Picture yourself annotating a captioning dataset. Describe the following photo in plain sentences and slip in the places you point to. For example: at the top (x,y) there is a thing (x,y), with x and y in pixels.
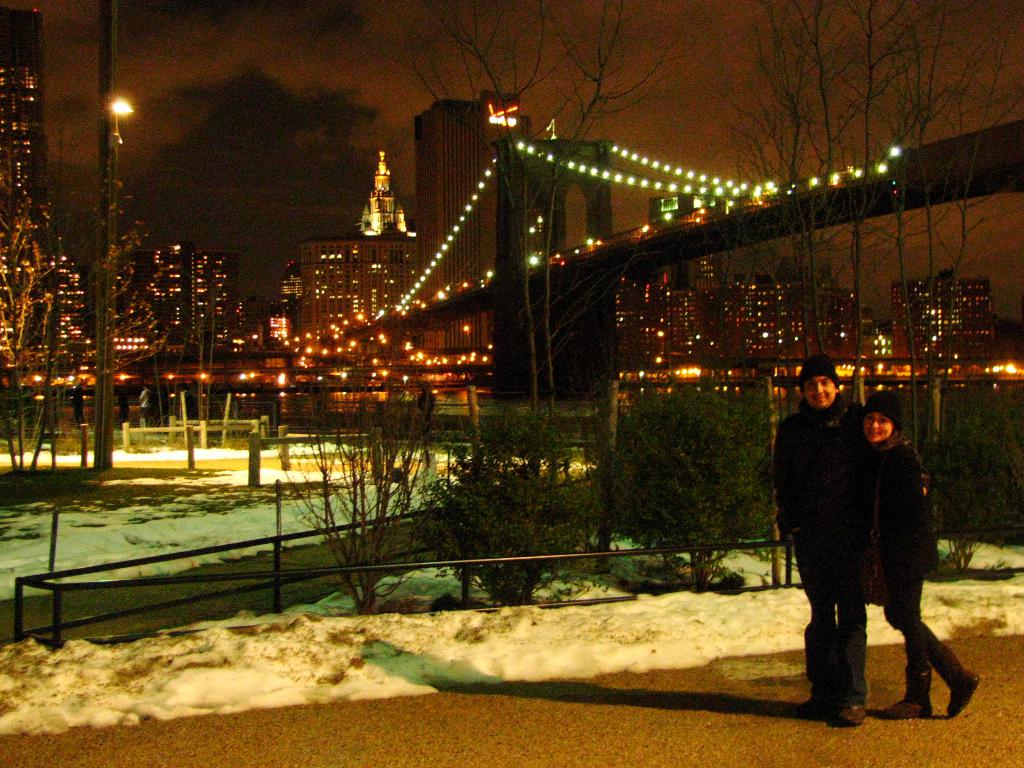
In this image we can see two persons (854,466). Behind the persons (874,475) we can see a group of plants (622,509), buildings (392,287), lights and a bridge (541,304). On the left side (108,128), we can see a tree (7,338) and a pole (103,218) with lights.
